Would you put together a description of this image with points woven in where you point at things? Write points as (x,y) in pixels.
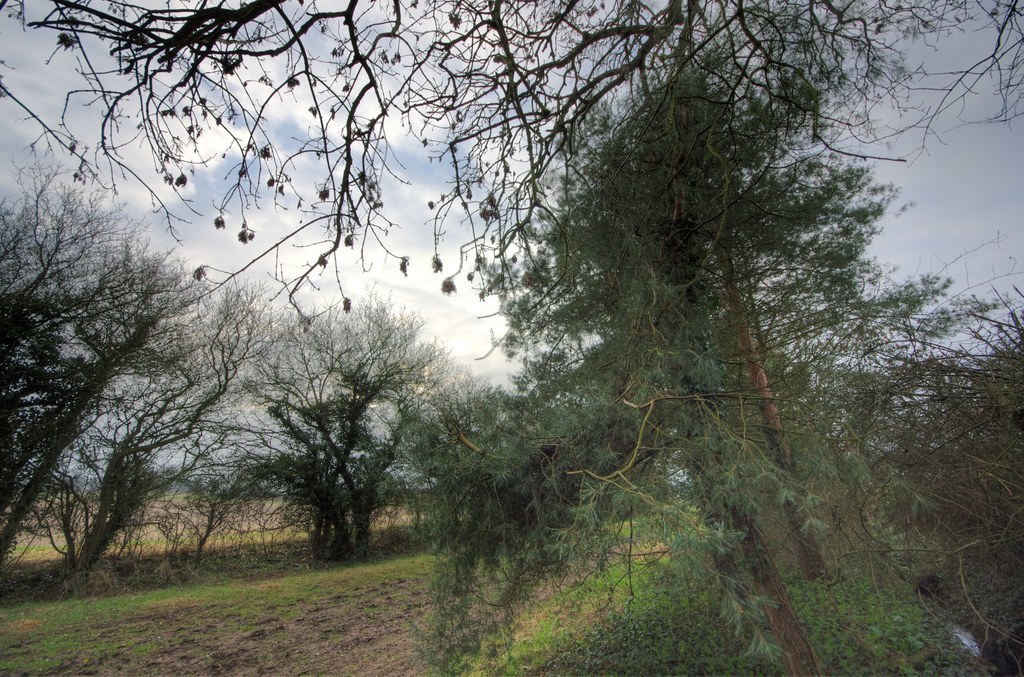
In this image we can see grass (419,559) and trees (666,421). In the background (16,73) there is sky (942,168) with clouds (930,184).
